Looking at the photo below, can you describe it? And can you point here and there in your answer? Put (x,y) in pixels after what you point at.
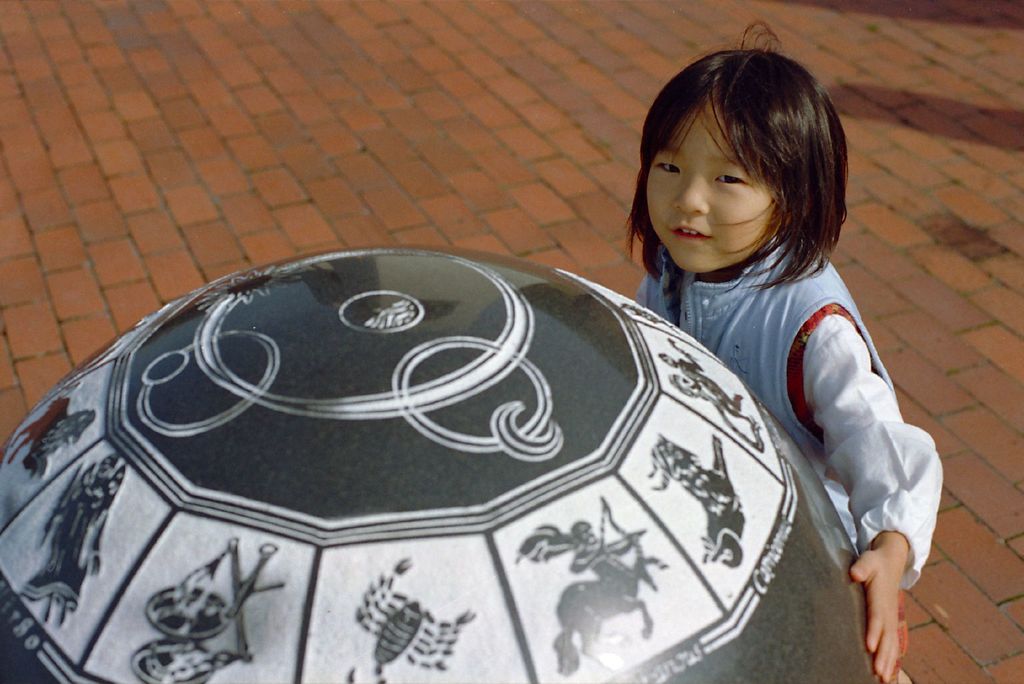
There is a child (718,290) standing near to a ball shaped object (431,549). On the object (163,394) there are images (103,485) of different zodiac signs (582,548). On the ground (196,184) there is brick floor (501,129).
